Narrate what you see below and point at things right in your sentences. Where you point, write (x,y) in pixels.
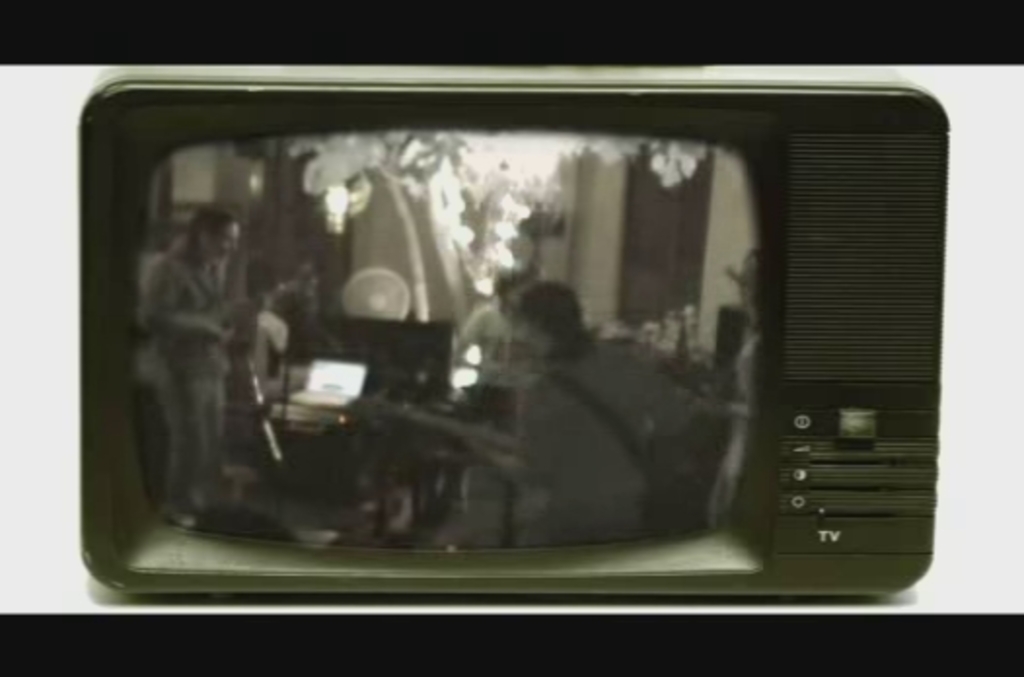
In this image in the center (618,399) there is a television (822,357) and in there is a white background (969,536), at the top (329,32) and bottom of the image (600,652) there is black color.
